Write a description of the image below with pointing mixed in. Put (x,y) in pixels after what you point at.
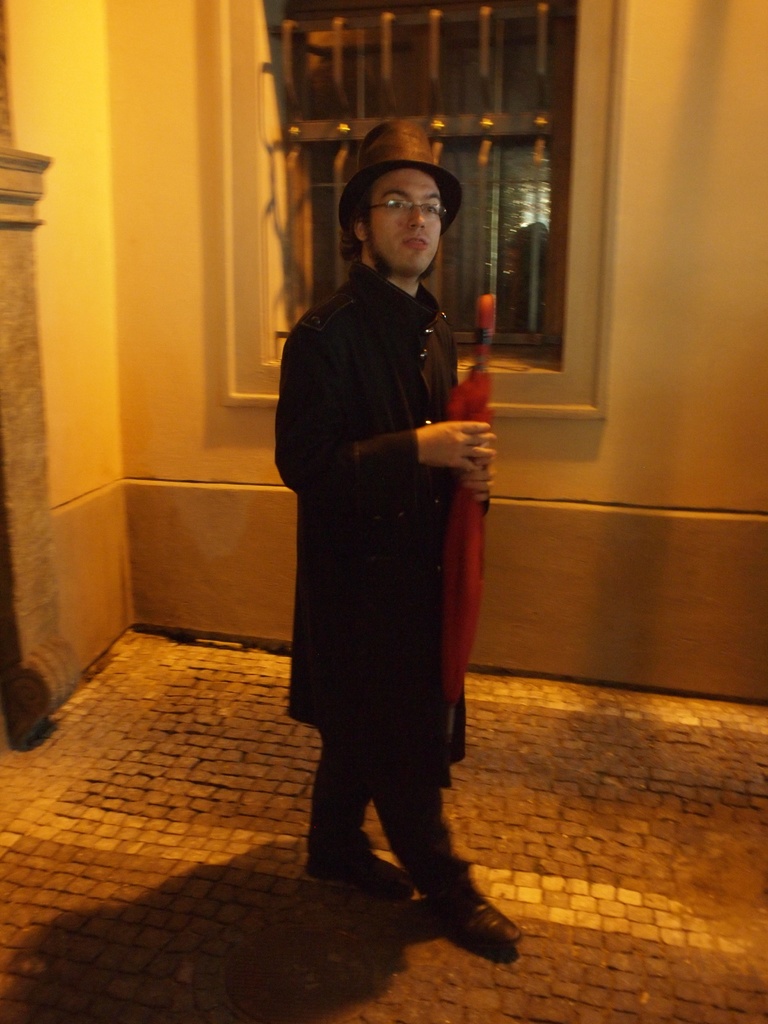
In the image we can see a man (298,540) standing, wearing clothes (308,587), hat (362,172), spectacles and the man (351,452) is holding an object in hand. Here we can see the floor (698,861), wall (665,414) and the window (543,70).
